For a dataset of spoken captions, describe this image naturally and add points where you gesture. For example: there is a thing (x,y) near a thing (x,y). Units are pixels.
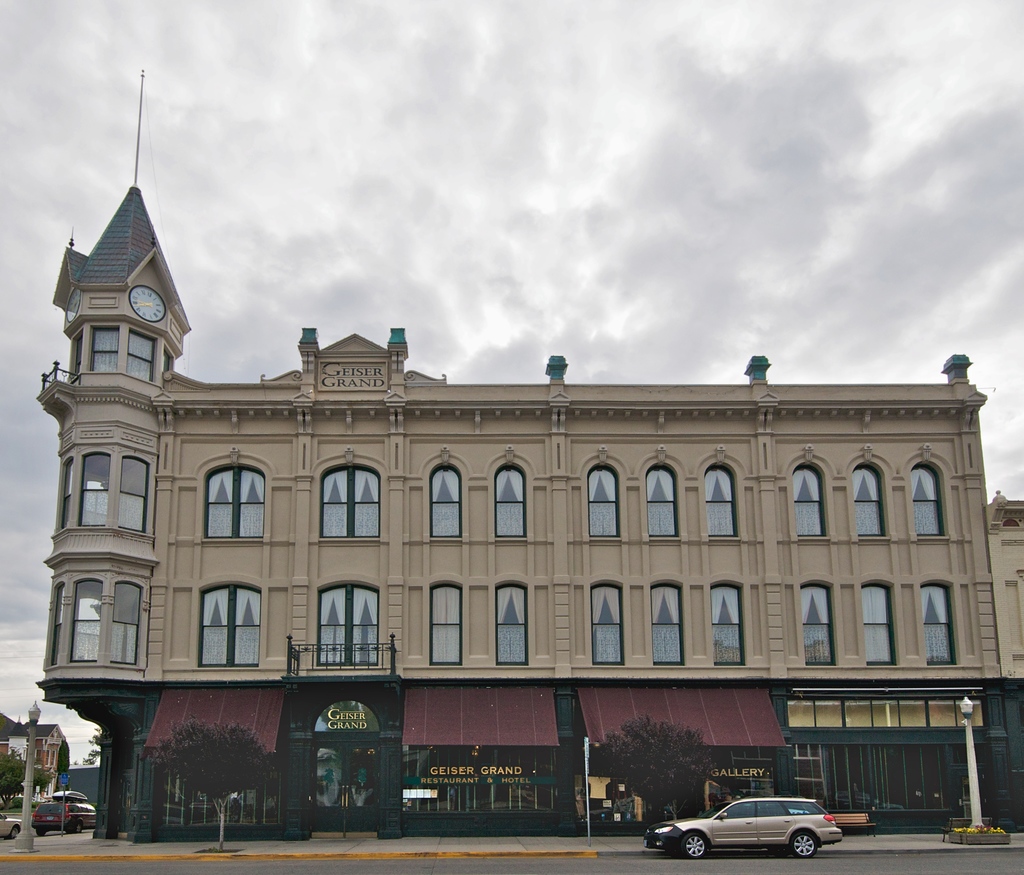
In the center of the image (520,497) there is a building (593,699). At the bottom (220,782) there are trees (192,788) and poles (25,806). We can see cars (743,824). On the left (3,751) there are buildings (37,761). In the background (53,313) there is sky (481,242).
